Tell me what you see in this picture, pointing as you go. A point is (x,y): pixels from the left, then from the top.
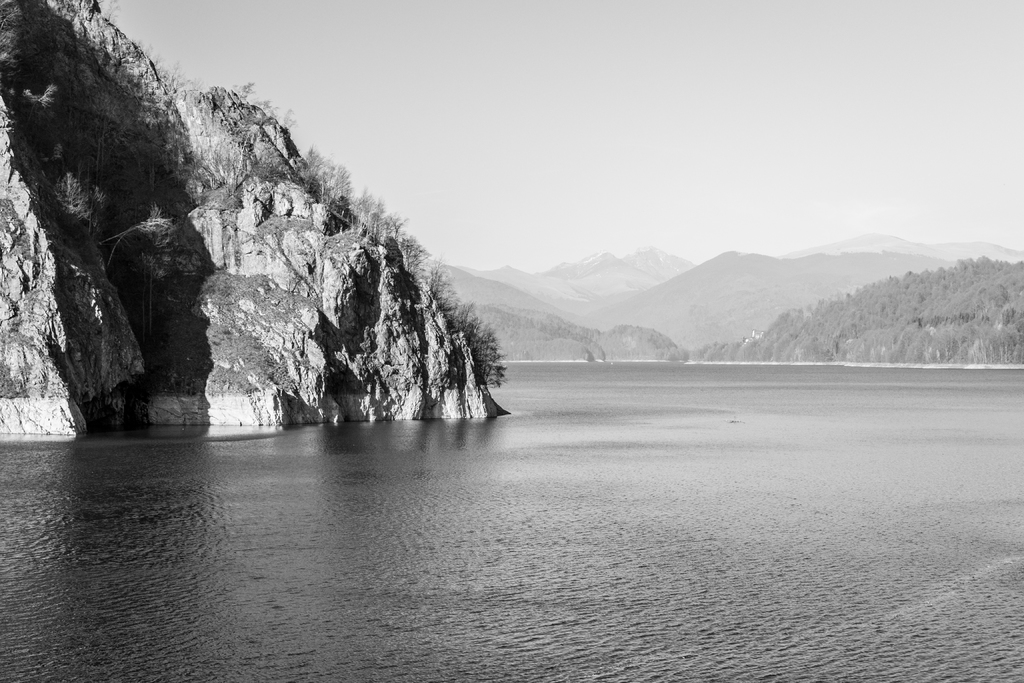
In this image I can see the black and white picture in which I can see the water (600,527), few mountains (440,358), few trees (1011,348) on the mountains (358,263) and in the background (456,132) I can see the sky (599,93).
